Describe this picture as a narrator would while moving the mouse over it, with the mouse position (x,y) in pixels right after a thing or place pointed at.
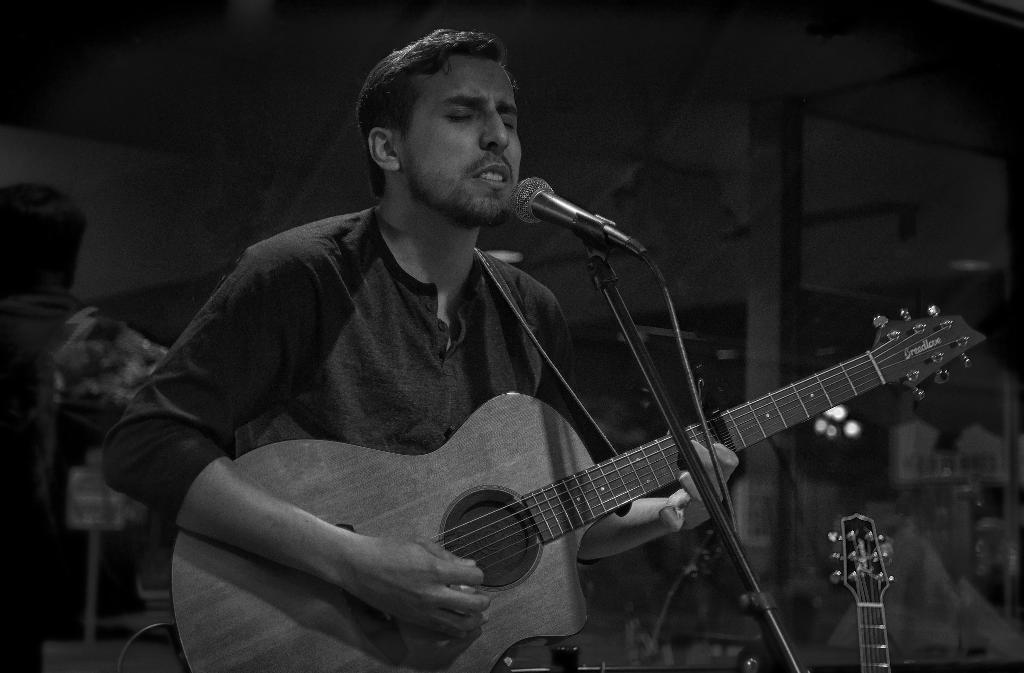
In this picture i could see a person (425,154) holding a guitar (387,463) and seems like singing a song, it is a black and white picture.
